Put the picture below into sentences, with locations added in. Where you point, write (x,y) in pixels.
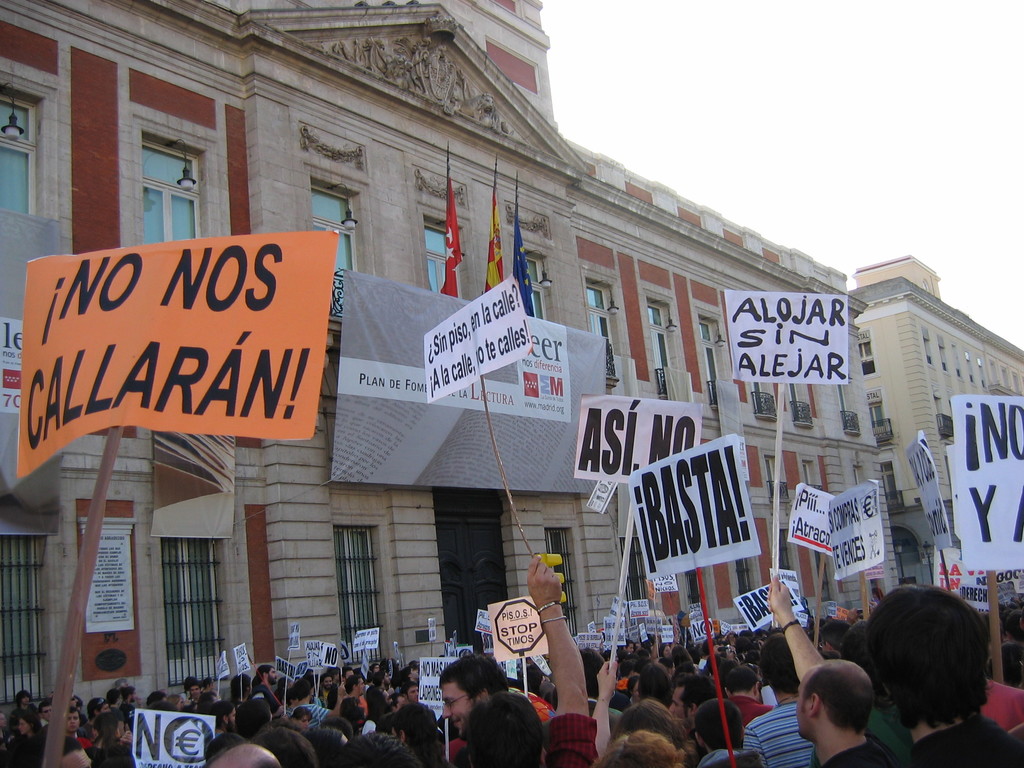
In this image I can see the group of people (508,701) with different color dresses (567,740). I can see these people (492,714) are holding the boards (528,641). In the background (437,648) I can see the building (470,495) with windows (535,301). I can also see the banner (377,393), flags (494,281) and some boards (473,340) to the building (691,348). I can also see the sky (689,163) in the back (669,181).
